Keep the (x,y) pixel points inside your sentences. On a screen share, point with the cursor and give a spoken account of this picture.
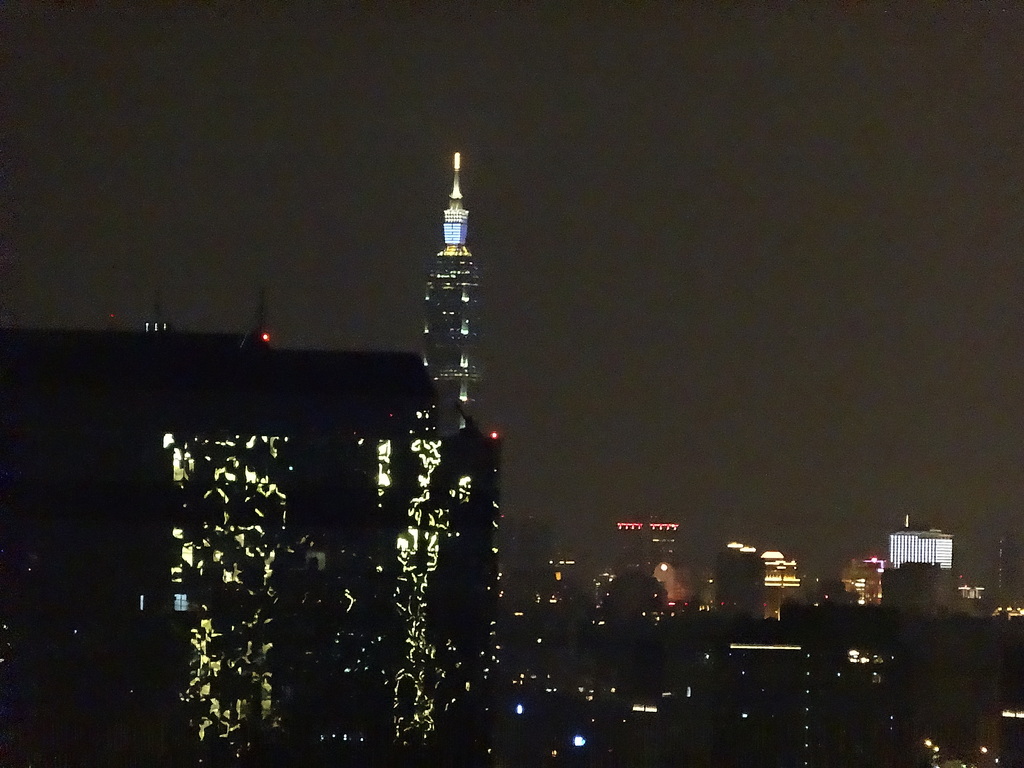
In this image we can see a group of buildings (374,561) with lights (174,567). On the backside (631,227) we can see the sky (603,227).
